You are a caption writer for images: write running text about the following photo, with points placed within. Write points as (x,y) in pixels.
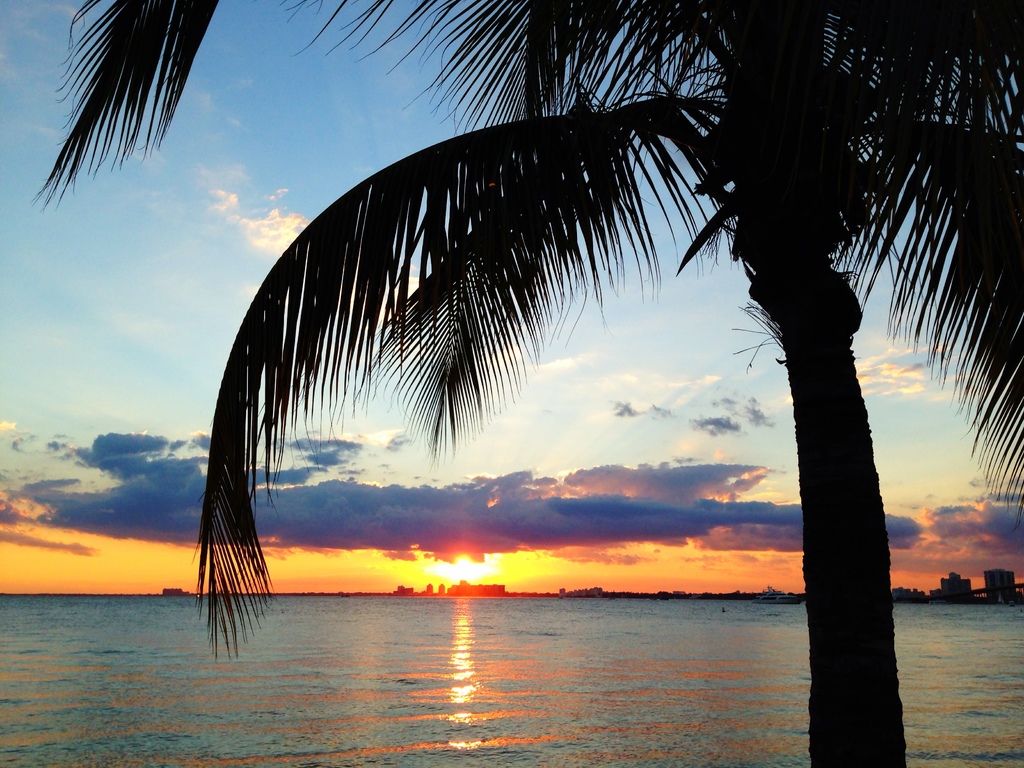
In the picture we can see a tree (867,447) with a leaf (999,223) and in the background (63,258), we can see a water (92,644) and far away from it we can see a sunshine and sky (165,418) with clouds (601,522).
